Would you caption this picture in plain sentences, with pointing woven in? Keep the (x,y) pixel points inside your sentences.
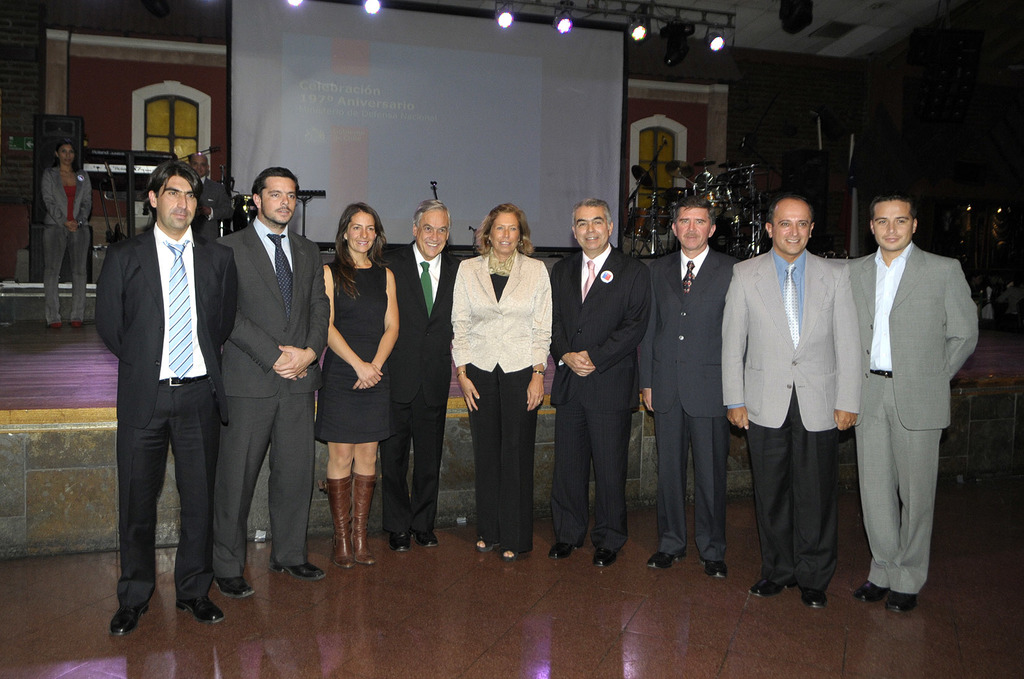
In this picture there are people (382,372) standing on the floor (55,623). In the background (676,164) we can see people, musical instruments (153,163), lights (678,32), screen (523,109), stage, windows (162,141), wall (111,99) and objects (17,143).
